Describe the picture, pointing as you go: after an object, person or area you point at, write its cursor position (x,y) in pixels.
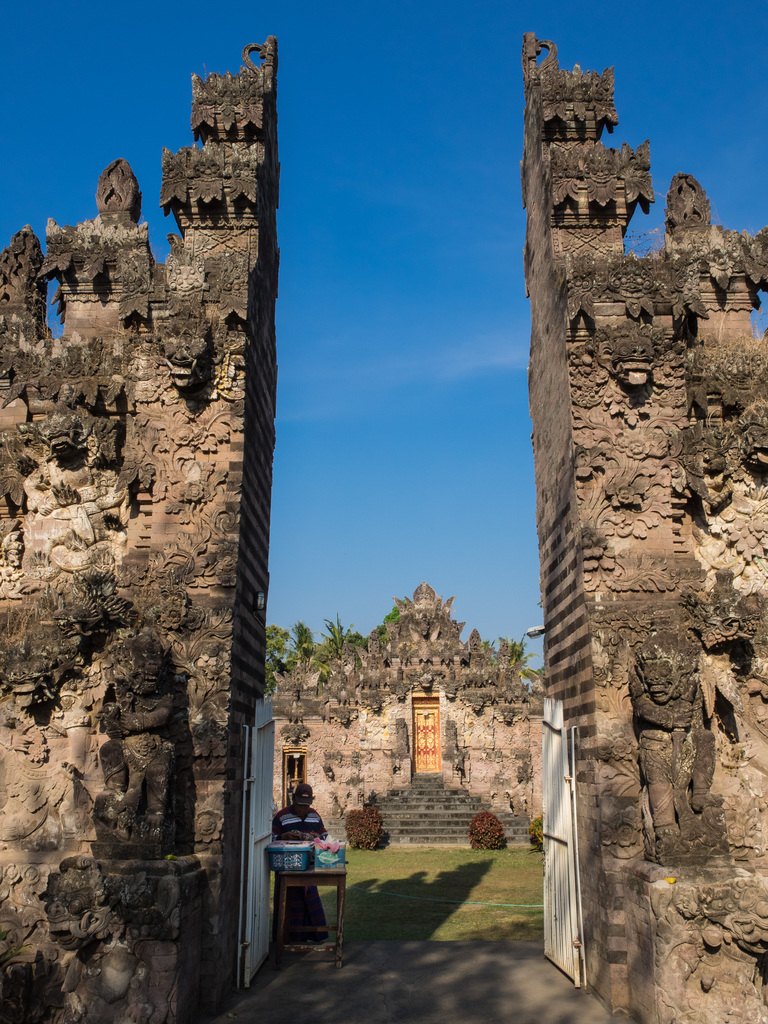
In the image there is stone (186,396) on either side with an entrance (583,955) in the middle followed by an ancient home (332,744) in the back (474,792) with grassland (367,937) in front of it and trees (284,646) behind it and above its sky (399,265) with clouds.
